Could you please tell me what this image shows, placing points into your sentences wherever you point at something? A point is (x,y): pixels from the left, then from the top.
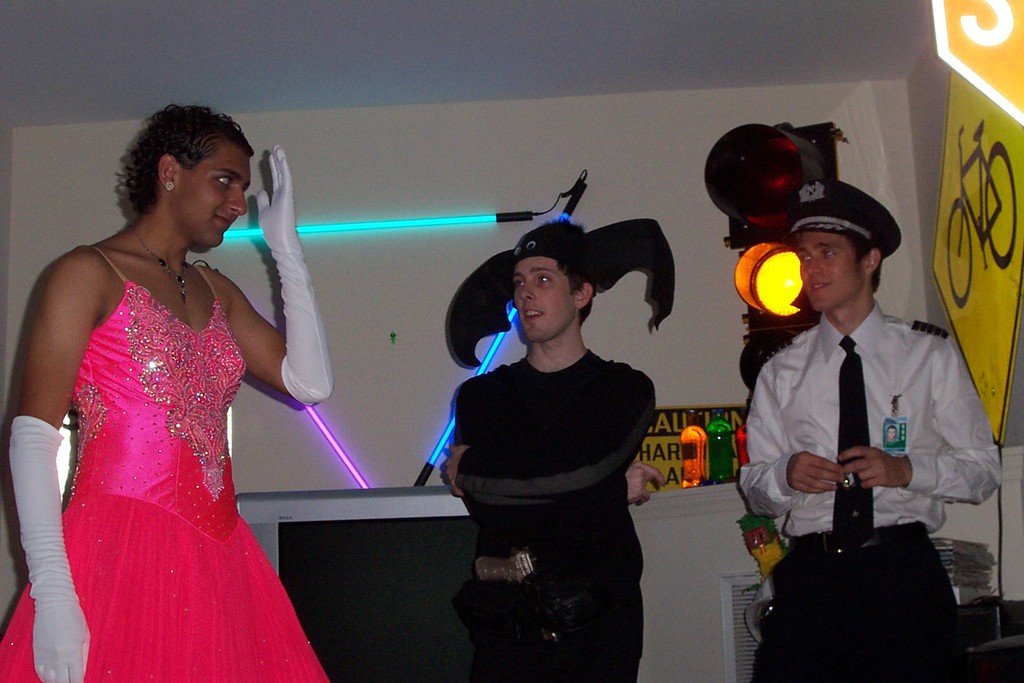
There are three people (545,453) standing as we can see at the bottom of this image (496,522). We can see a wall (353,301) in the background (679,287) and there are lights (440,220) and posters (673,457) are attached to it. There is a traffic signal light (769,225) and a traffic sign board (982,258) is present on the right side of this image (978,298).
